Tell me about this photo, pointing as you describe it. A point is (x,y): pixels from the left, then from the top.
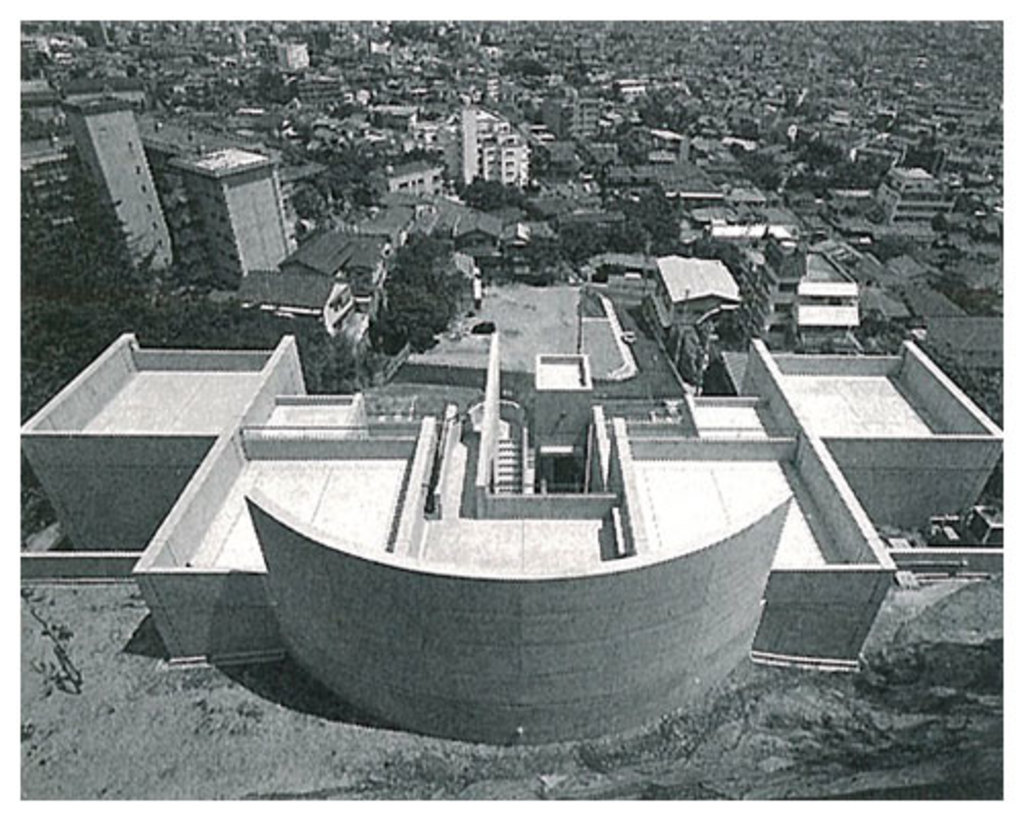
In the picture we can see a aerial view of the huge building (698,603) and near to it we can see houses (791,260) and buildings (796,205).
